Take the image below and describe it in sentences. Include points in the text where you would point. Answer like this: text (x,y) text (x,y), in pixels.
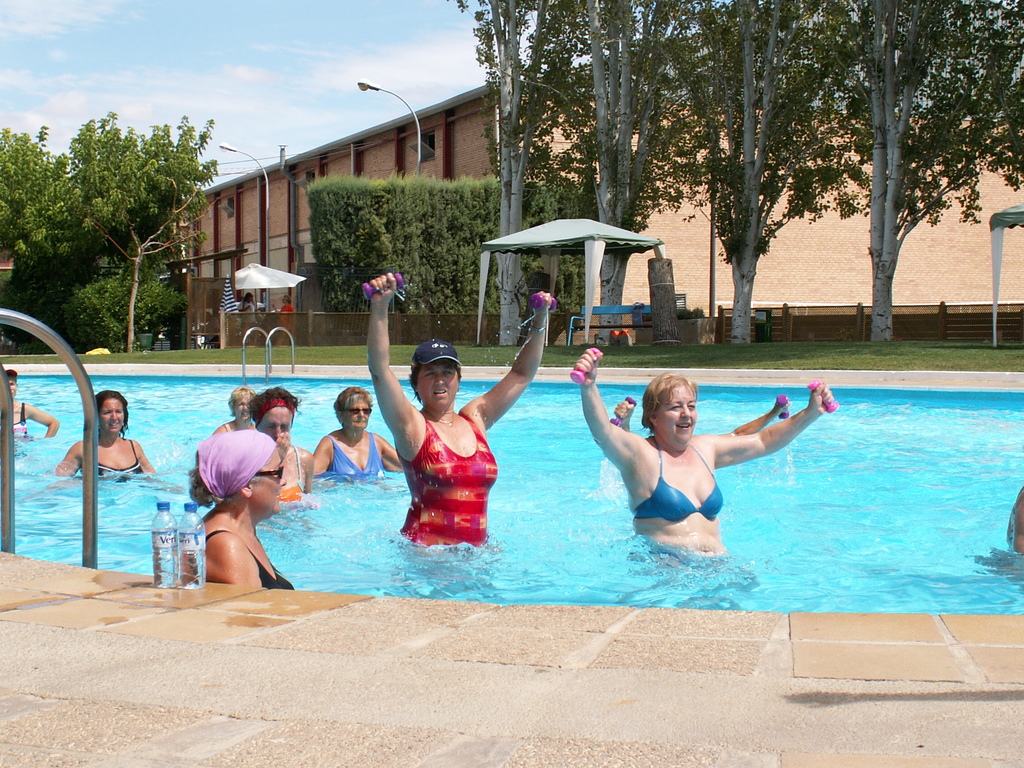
In this image, we can see a group of people (441,428) are in the swimming pool (609,547). Few people (695,543) are holding some objects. At the bottom (799,683), we can see walkway (371,669) and bottles (165,563). Here we can see rods (13,501). Background (252,322) there are few trees (878,315), grass (286,353), building (827,239), walls (826,252), few people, street lights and few objects (188,280). Left side (127,73) top of the image (205,60), we can see the sky (113,62).
